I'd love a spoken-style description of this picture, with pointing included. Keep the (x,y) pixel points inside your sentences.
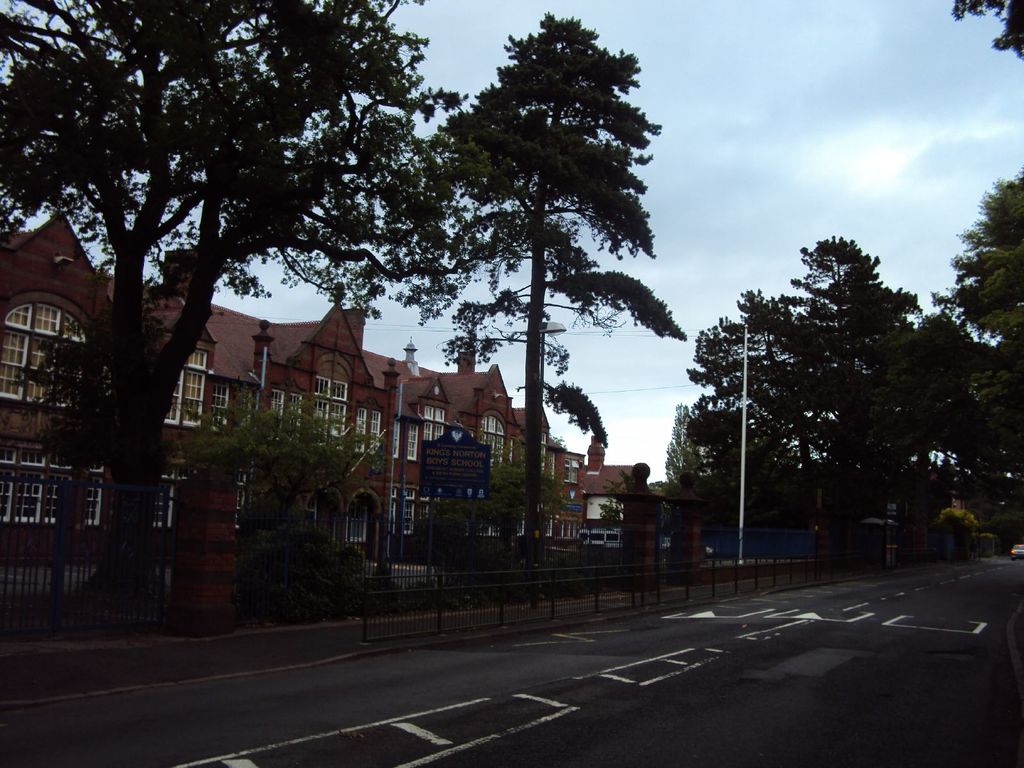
In the image there is a road (750,695) in the front (577,623) and behind there are buildings (203,375) and trees (500,481) all over the place and above its sky (844,124) with clouds (764,179).
